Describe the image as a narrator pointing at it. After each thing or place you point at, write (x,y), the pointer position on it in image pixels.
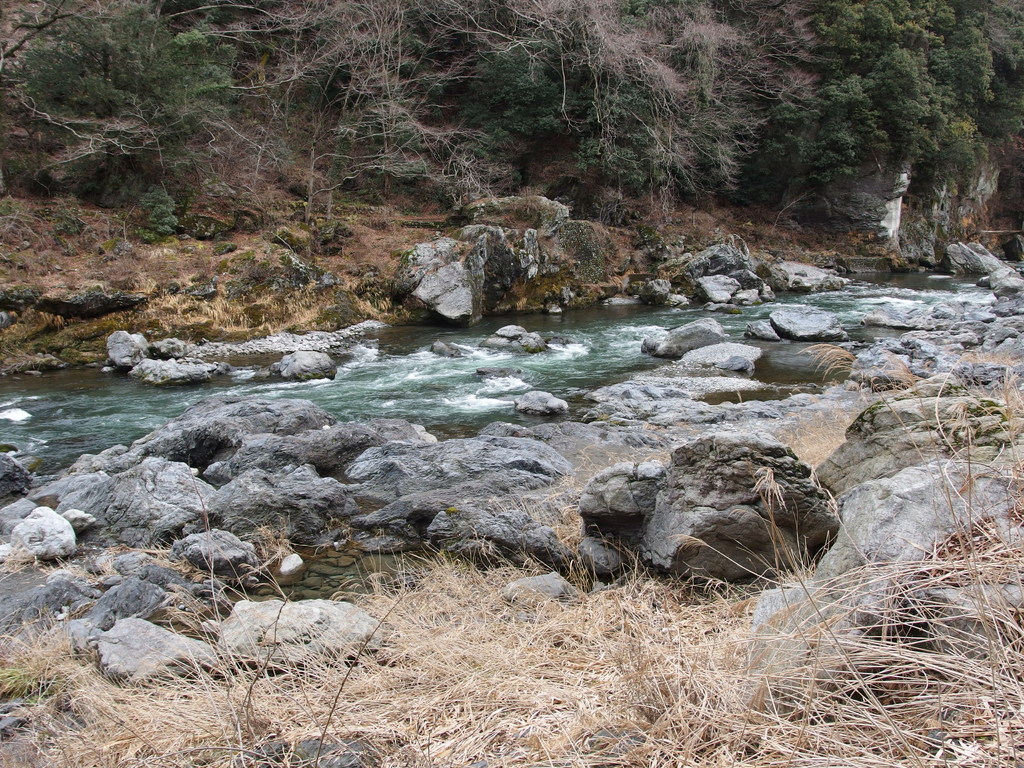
At the center of the image (628,314) there is water (644,330) and at the bottom of the image (566,666) there is grass (505,660) on the surface (518,612). There are rocks (568,439). In the background (558,152) there are trees (749,92).
